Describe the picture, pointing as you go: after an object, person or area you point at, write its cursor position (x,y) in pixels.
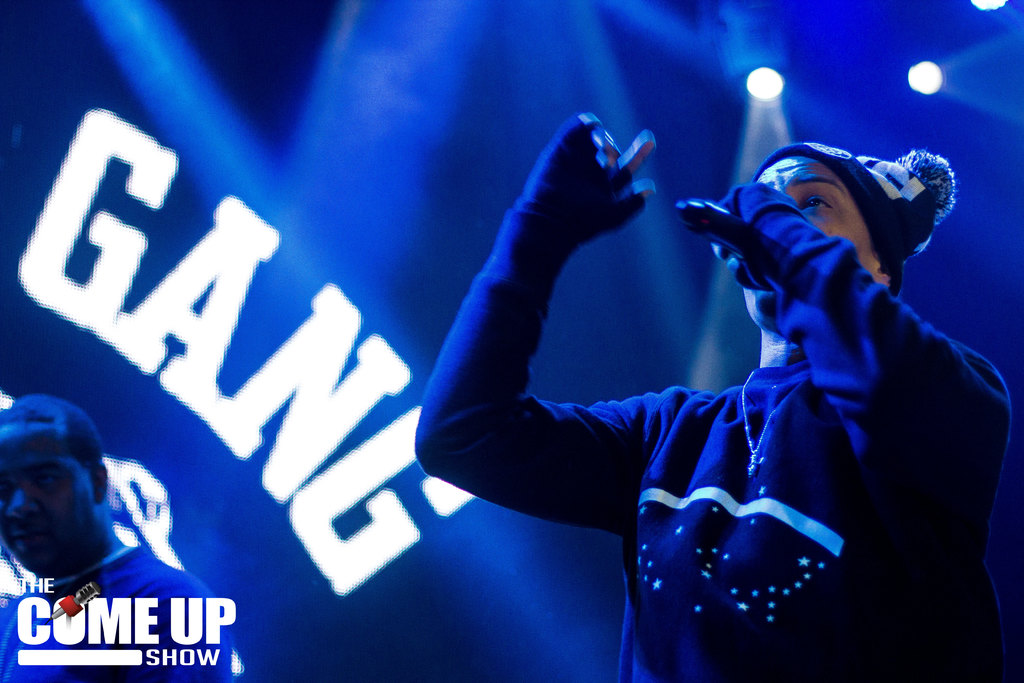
This is the man (718,544) standing and holding a mike (746,251). I think he is singing a song. He wore a T-shirt (730,473) and a cap (902,203). These are the show lights (937,80). I think this is a poster (101,277) with a name (182,313) on it. On the left side of the image (101,522), I can see another person (91,515) standing. This is the watermark (100,635) on the image.
